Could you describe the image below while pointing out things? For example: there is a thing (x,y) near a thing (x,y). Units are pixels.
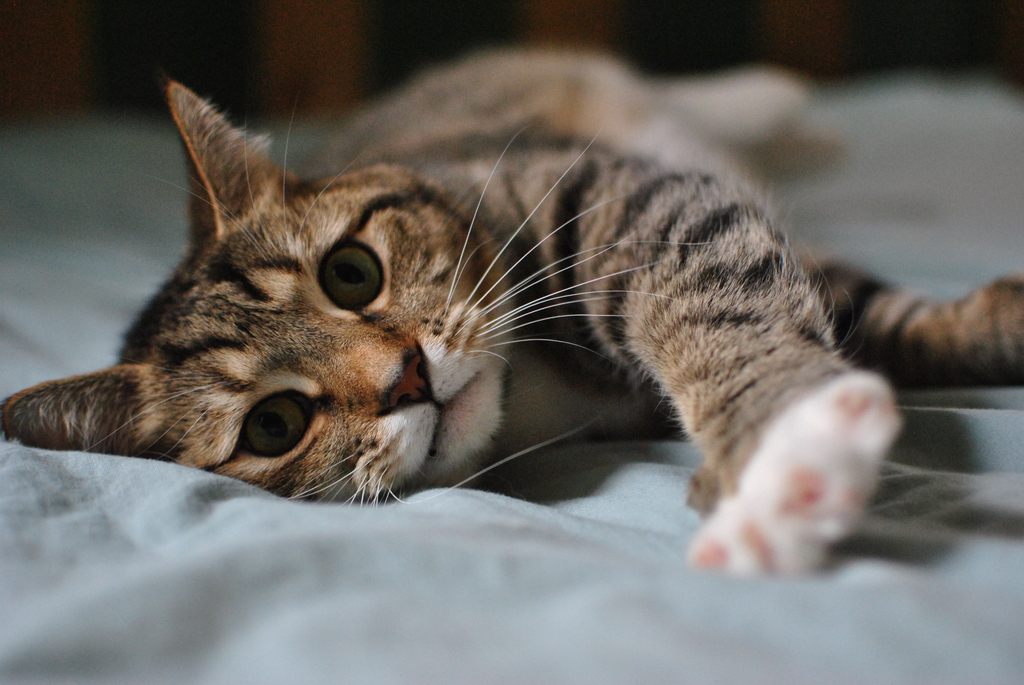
In this picture there is a cat (384,220) lie down on a cloth (542,514) under it.
